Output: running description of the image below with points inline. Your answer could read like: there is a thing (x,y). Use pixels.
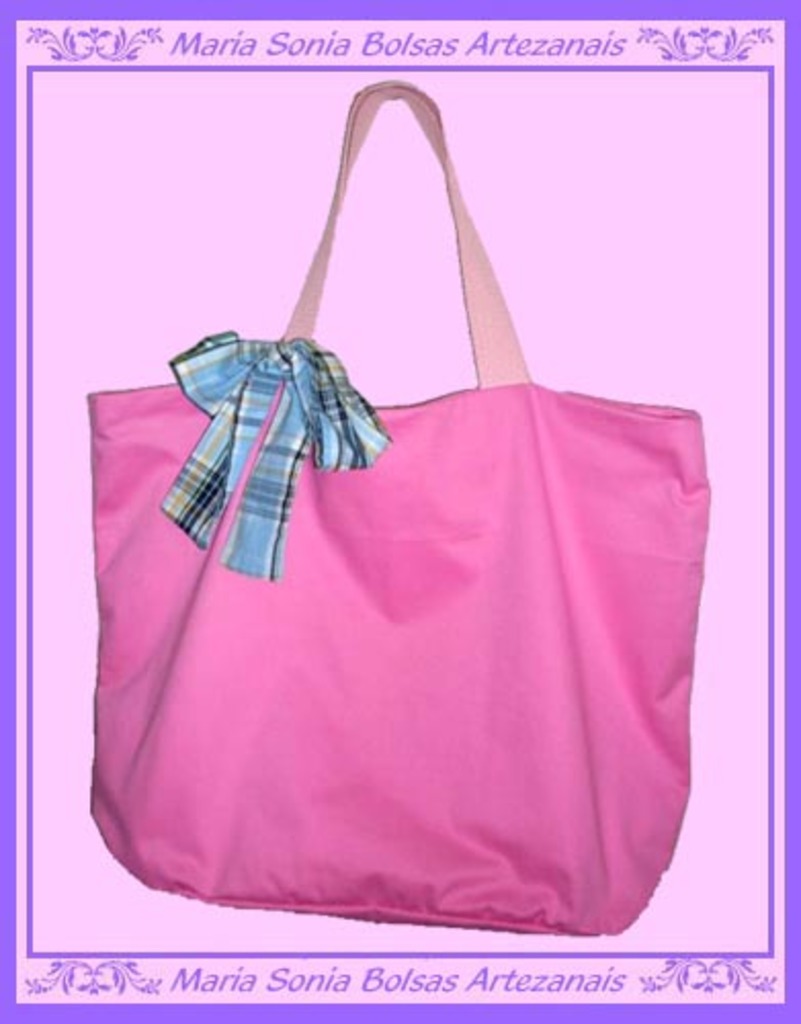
In this image we can see the poster (391,381) with bag (399,524) and there is the cloth (289,367) attached to the bag (240,478). And there is the text (320,979) written on the poster (322,126).
